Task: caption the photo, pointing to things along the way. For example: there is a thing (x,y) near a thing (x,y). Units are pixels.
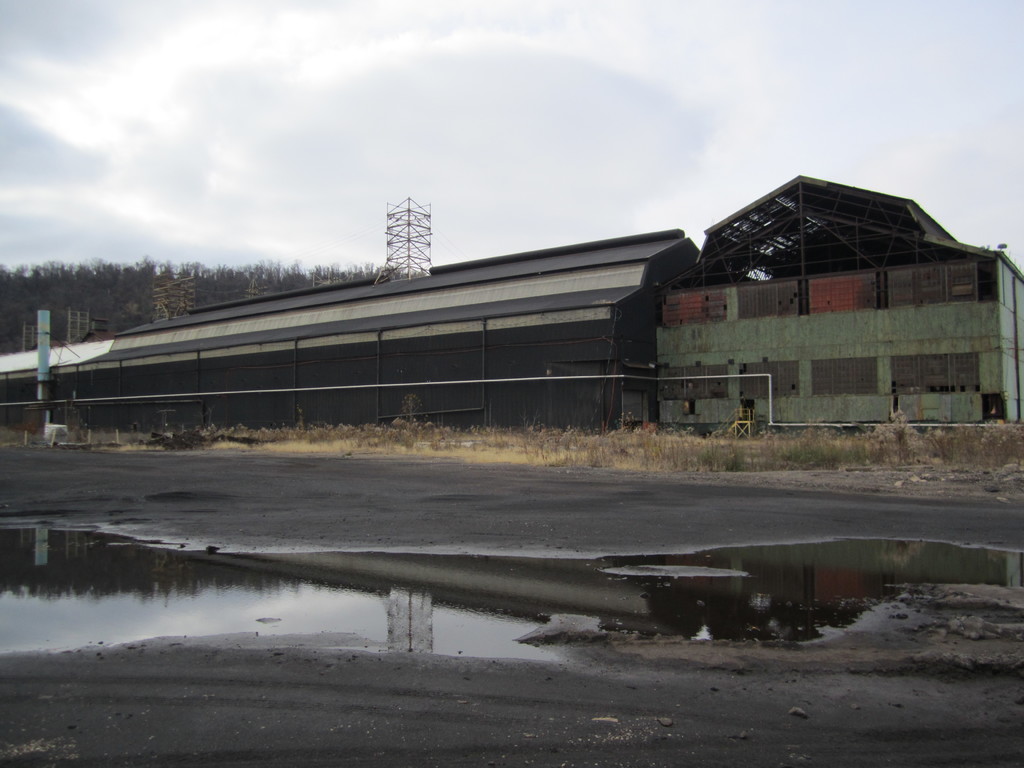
In this image at the bottom (390,543) there is road (427,543), on the road (70,671) there is some water (427,589). And in the center of the image (565,373) there are some buildings (403,337), and some towers (389,267) and poles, plants (901,463) and sand (939,468). And in the background (194,293) there are some trees (151,293), at the top (262,186) there is sky (363,115).
